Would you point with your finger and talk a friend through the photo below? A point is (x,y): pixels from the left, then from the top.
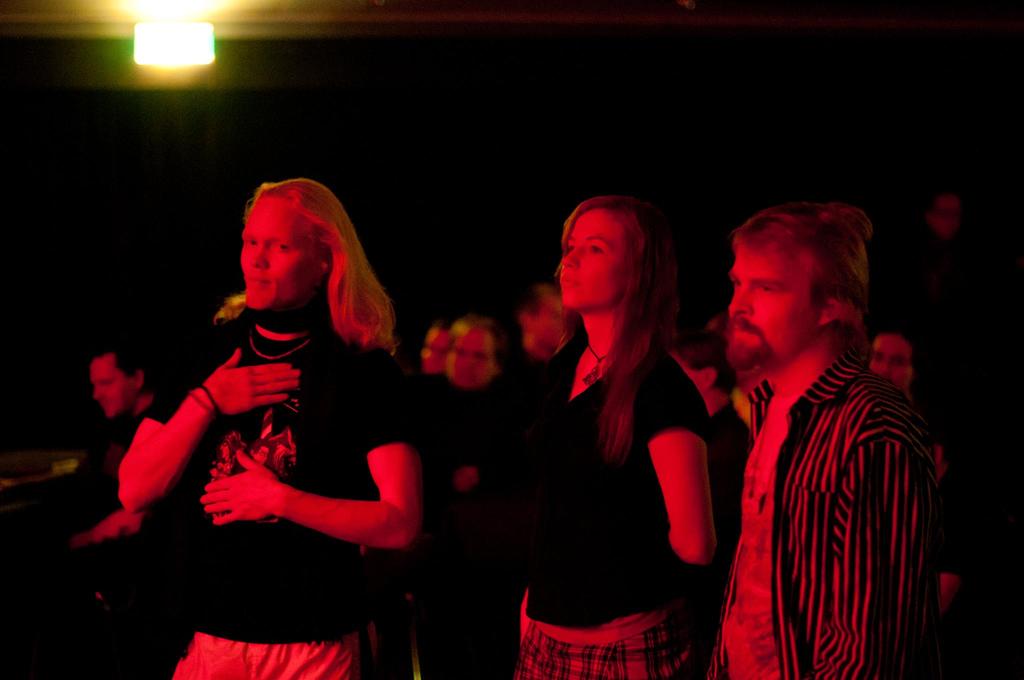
This is an image clicked in the dark. Here I can see few people (434,383) are standing facing towards the left side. On the top (174,34) there is a light (155,40).
